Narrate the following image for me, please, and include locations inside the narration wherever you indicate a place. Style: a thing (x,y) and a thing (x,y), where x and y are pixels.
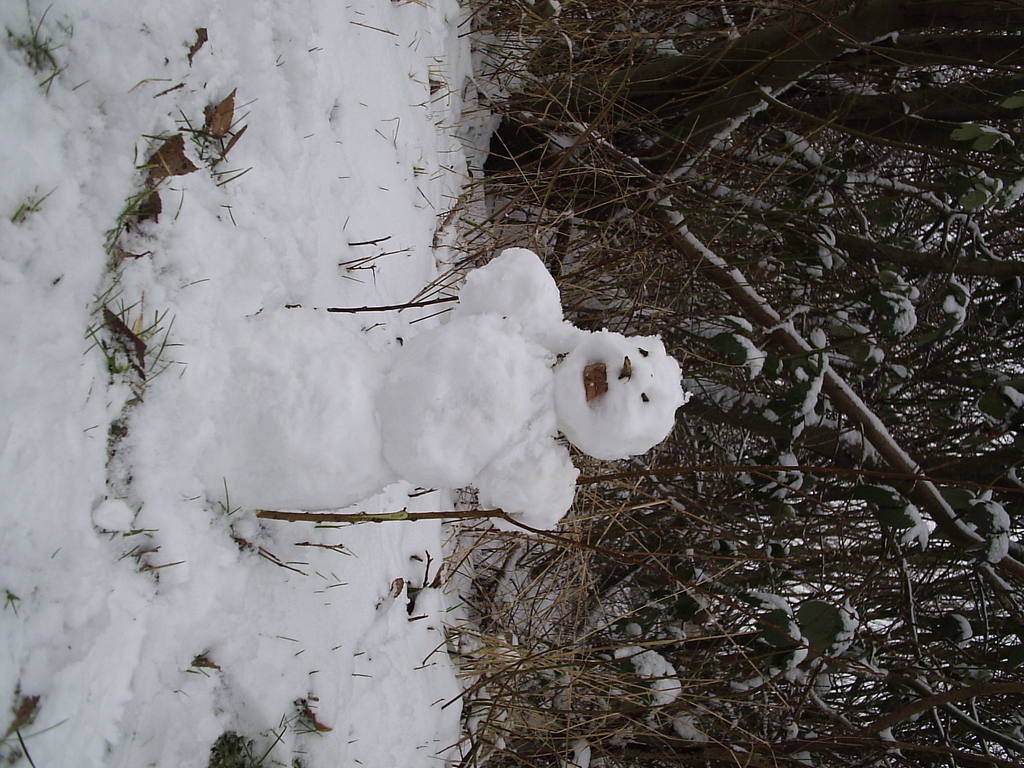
In this image we can see a snowman (340,391) and also we can see some snow (298,651) and trees (853,204).
